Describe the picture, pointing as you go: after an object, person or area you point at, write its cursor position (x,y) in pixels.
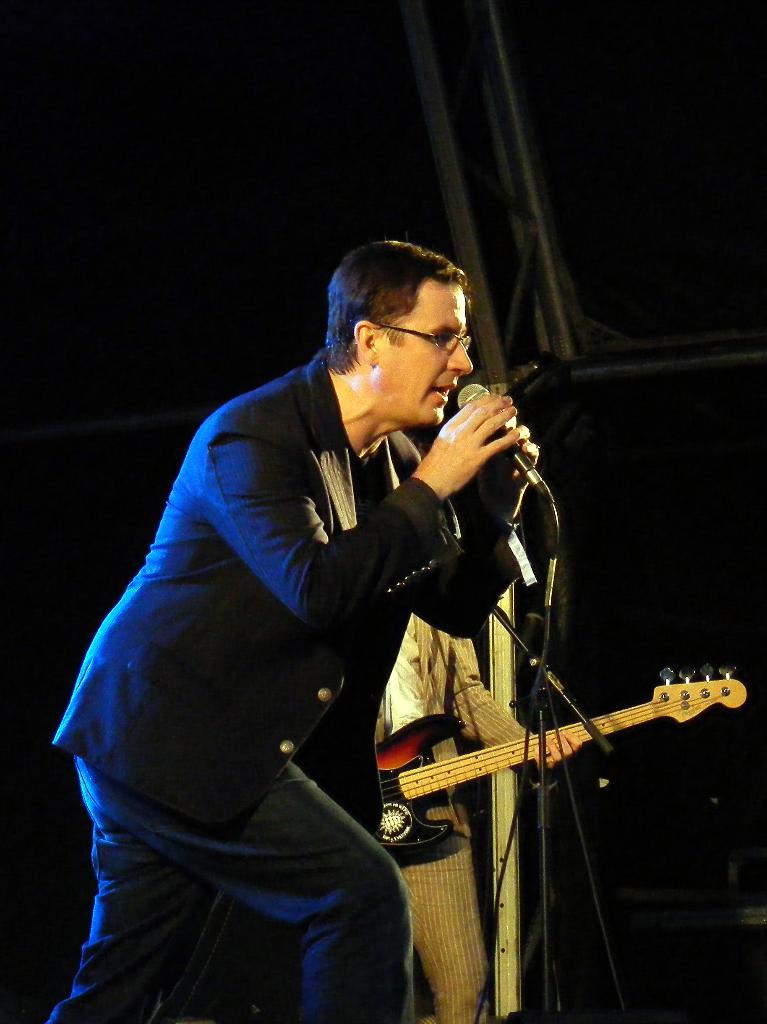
In this picture a black coat guy (350,494) is talking with a mic (523,471) placed in front of him, in the background (437,683) we also observe a guy (441,875) playing guitar (441,729). This picture is clicked in a musical concert.
